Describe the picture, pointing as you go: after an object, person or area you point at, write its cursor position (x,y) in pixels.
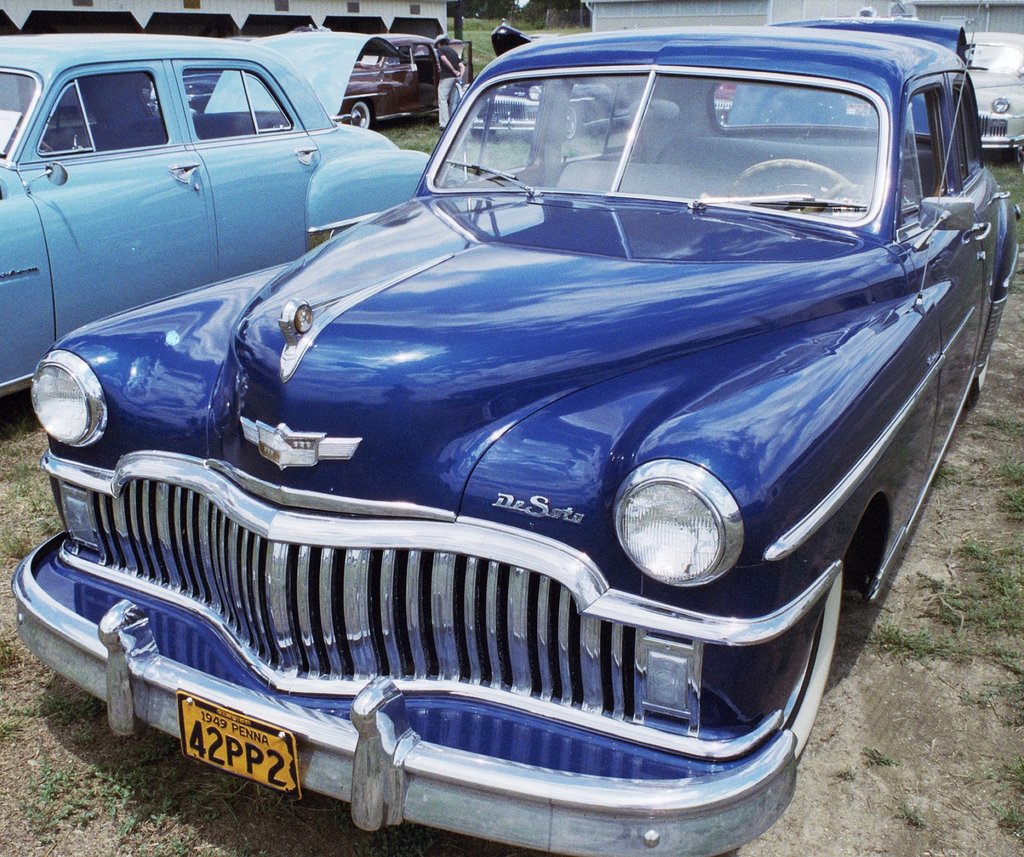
In this image we can see the cars (516,64) parked on the land (187,772). We can also see the grass (919,652). In the background (449,58) we can see a man (455,81) standing.
